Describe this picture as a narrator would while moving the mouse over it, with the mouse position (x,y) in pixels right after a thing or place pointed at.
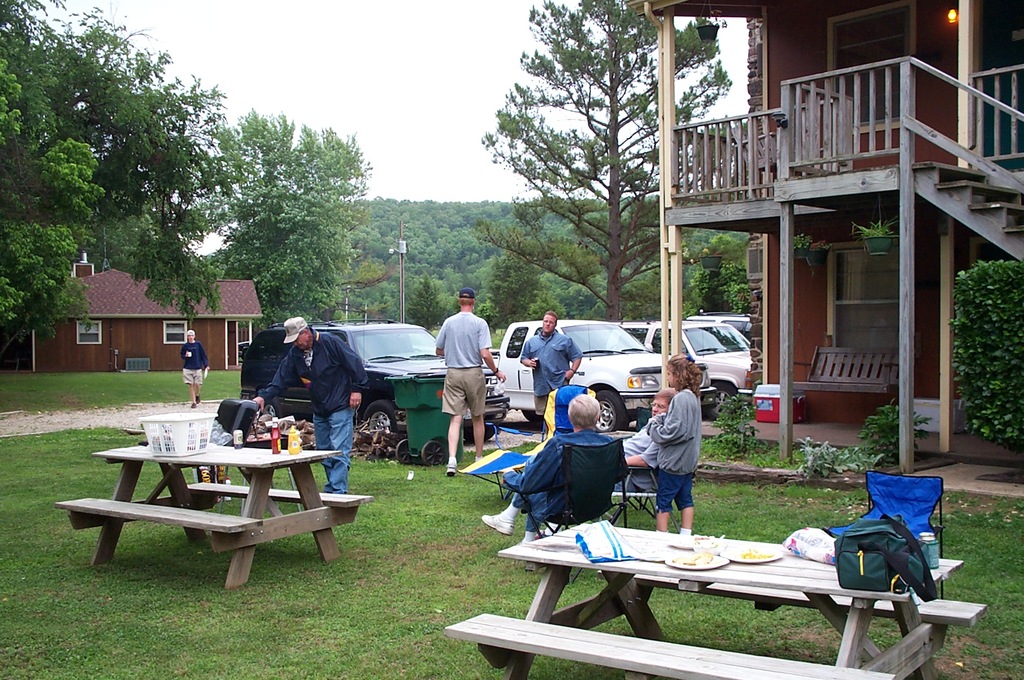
there are 2 wooden benches (630,584) on which there are plates (746,548), bag (850,558), bottles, basket (186,451) on the grass (297,606). behind them people (542,477) are sitting on the chairs (575,458) and a girl (680,439) is standing behind them. in front of them there are 3 people (551,356) standing. behind them there are cars (615,341). at the left (193,356) a person (193,344) is walking. there are 2 buildings (821,216) at the right (863,165) and left. and trees (129,211) in the back (442,244).
